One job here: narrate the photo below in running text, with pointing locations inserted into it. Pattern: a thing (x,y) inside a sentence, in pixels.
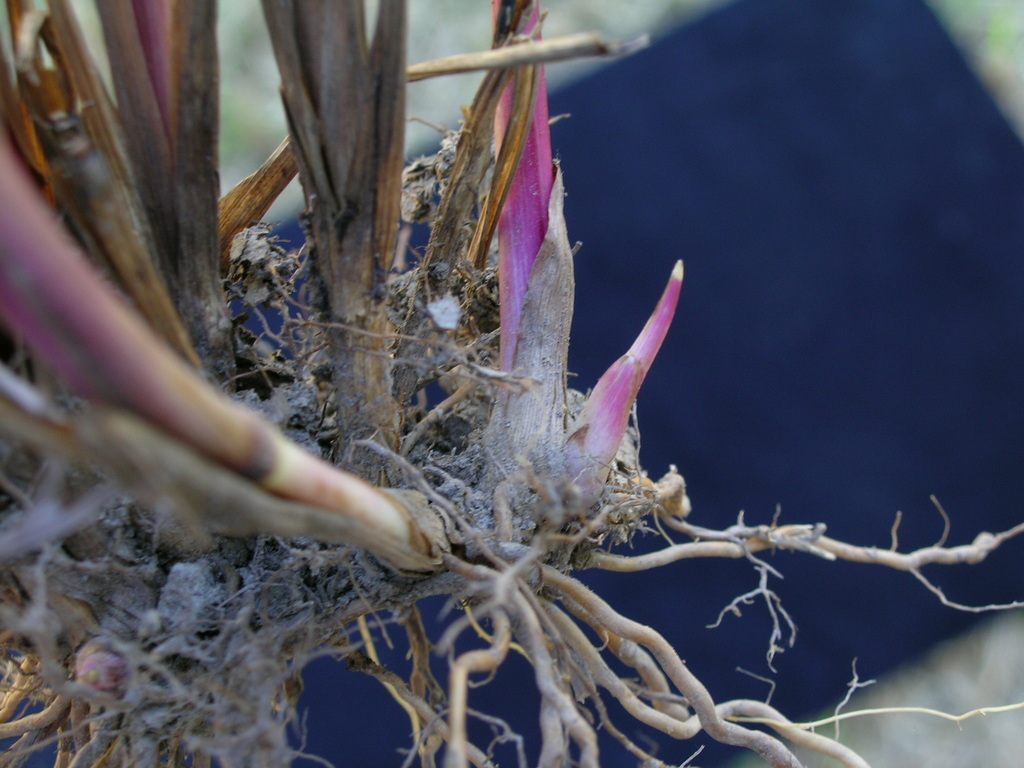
In this image we can see a plant (476,396) with roots (831,550) and pink color buds (646,336) with blurry background (833,449).
